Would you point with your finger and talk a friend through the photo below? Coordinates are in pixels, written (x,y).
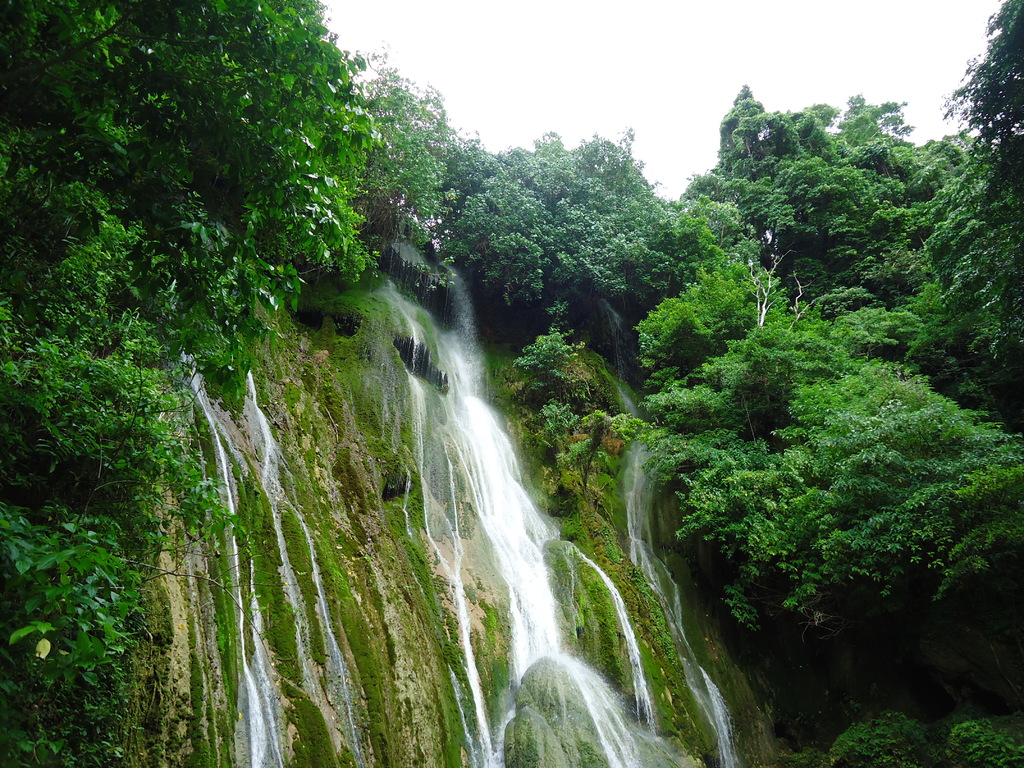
In the background (548,58) there is a sky (627,51) at the top of the picture (595,62). Here we can see trees (808,252). This is a waterfall (449,528). There are the mountains (388,496). There is a formation of algae (332,579) on the mountains (309,568).
